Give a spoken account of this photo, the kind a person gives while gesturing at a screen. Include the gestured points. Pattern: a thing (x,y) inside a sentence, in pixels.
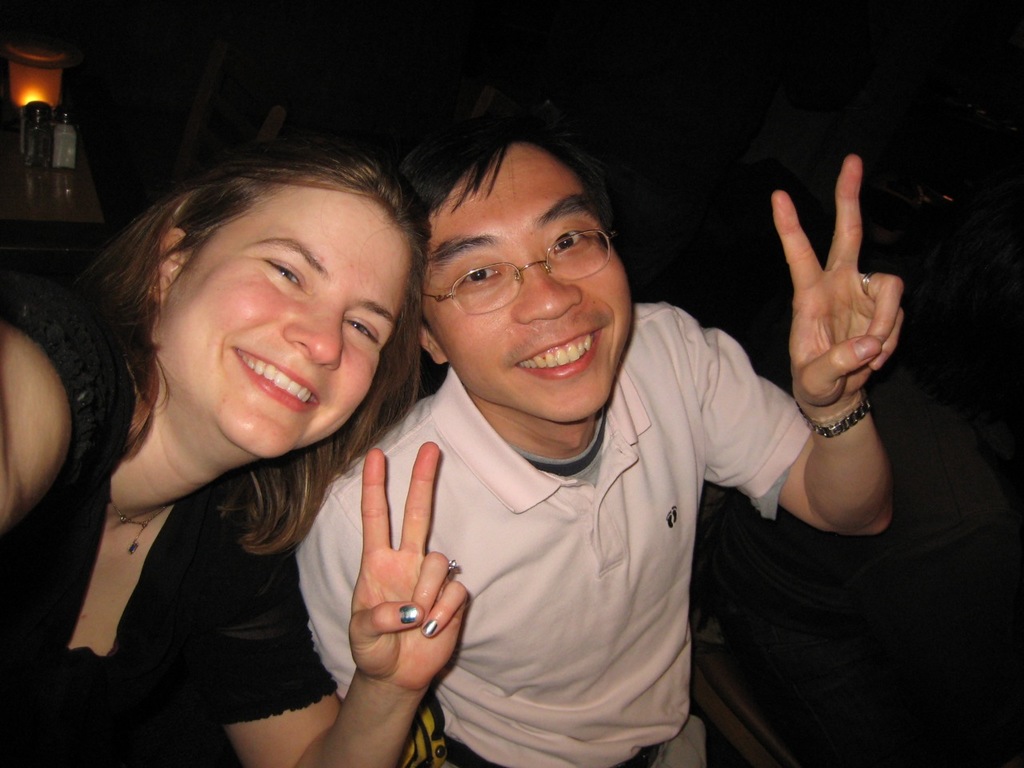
In this image we can see two persons (421,508) smiling and posing for a photo and in the background (31,80), we can see the table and on the table (44,200) there is a lamp (49,79) and some other things (54,133).
